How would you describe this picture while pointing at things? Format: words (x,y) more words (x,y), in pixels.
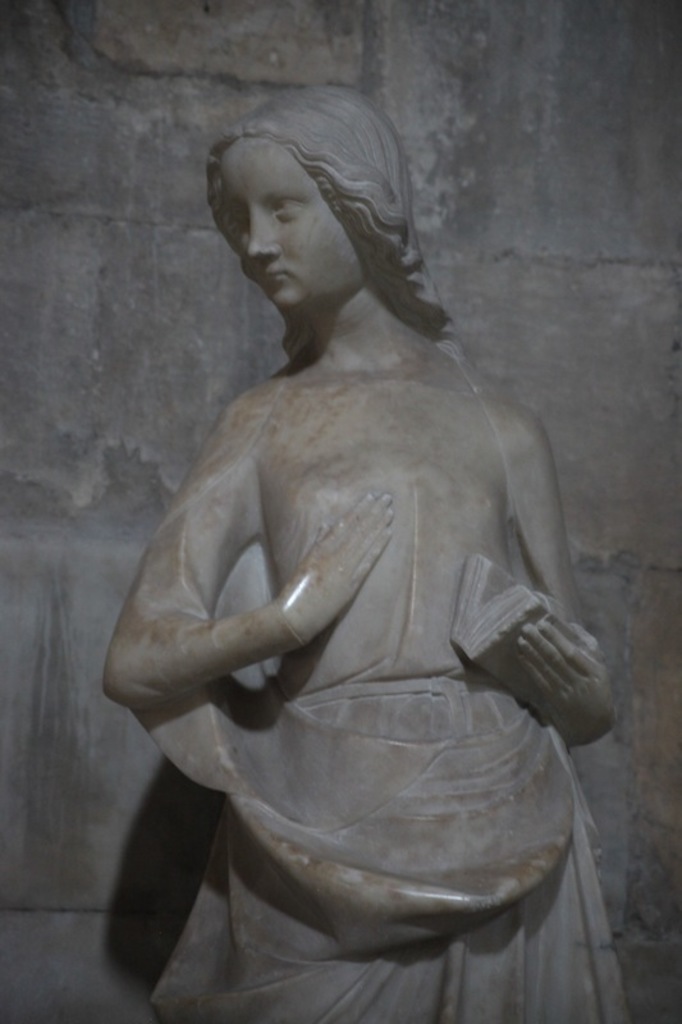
In the center of the image (399,548) there is a statue (468,506). In the background of the image (198,202) there is a wall (468,289).
